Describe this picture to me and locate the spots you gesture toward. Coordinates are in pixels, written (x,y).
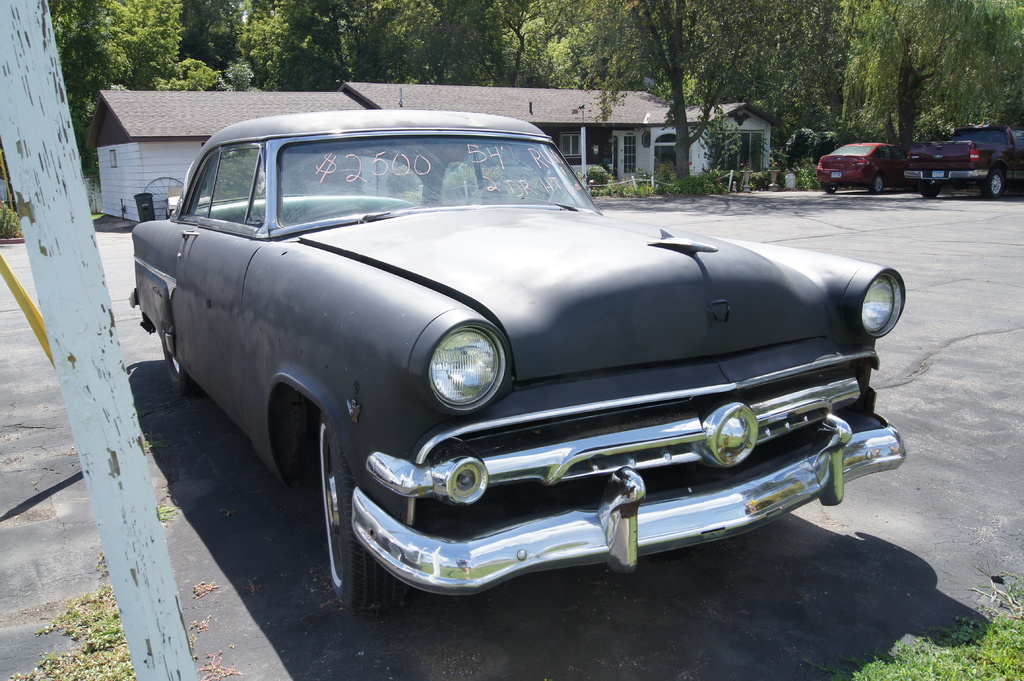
In this image in the center (496,400) there is one car (543,340), and on the right side (851,89) there are some cars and trees (810,126). In the center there are some houses (130,129), and in the background (449,43) there are trees (505,27). On the left side (90,364) there is one pole (84,420), at the bottom (933,468) there is walkway (965,529) and some grass (963,647).
